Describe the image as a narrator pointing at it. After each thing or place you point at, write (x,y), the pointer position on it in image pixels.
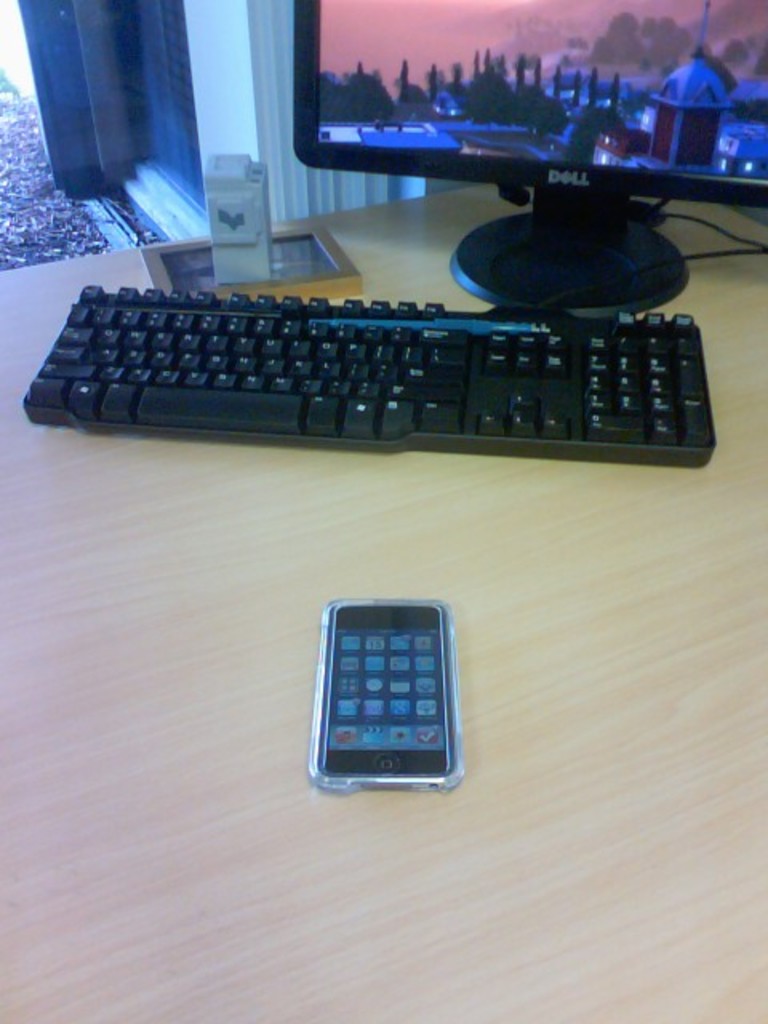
In this image I can see a phone (395,632), a keyboard (587,402) and a monitor (576,186).
